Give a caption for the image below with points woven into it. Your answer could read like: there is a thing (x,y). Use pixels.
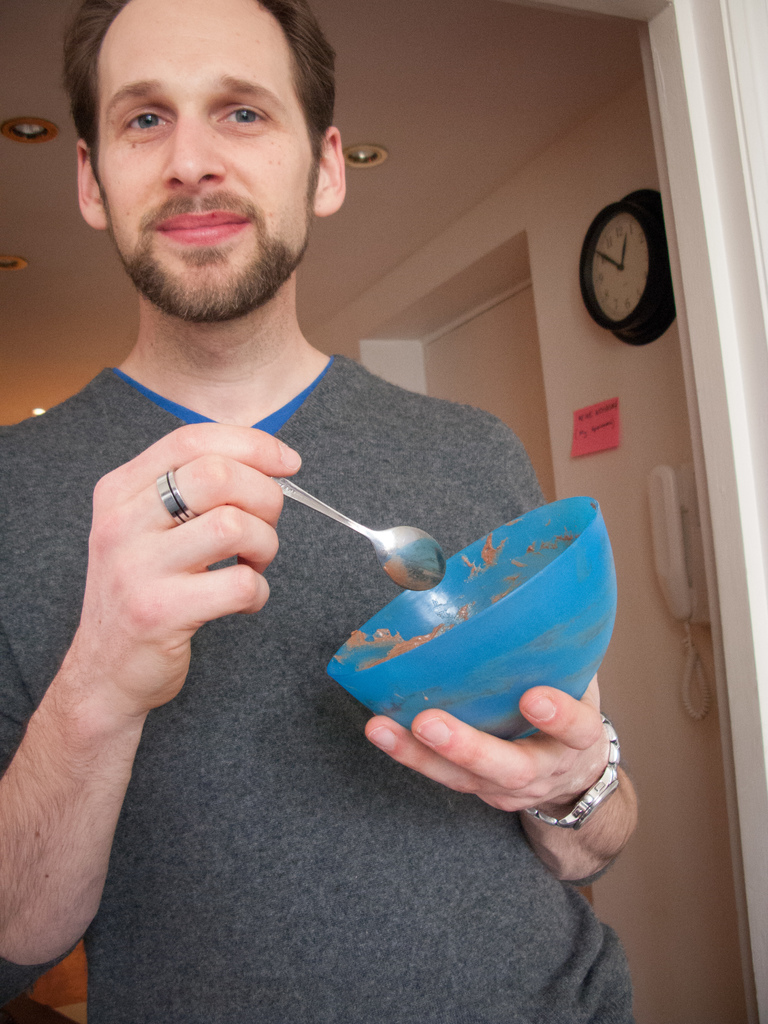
This image is clicked inside a building (742,254). There is a man (471,843) standing and eating in a bowl (488,641). He is wearing a gray t-shirt (293,760). To the right (628,466), there is a wall (562,242) on which a wall clock (621,298) and telephone (669,587) are fixed. To the right (701,155), there is a door (697,114).
